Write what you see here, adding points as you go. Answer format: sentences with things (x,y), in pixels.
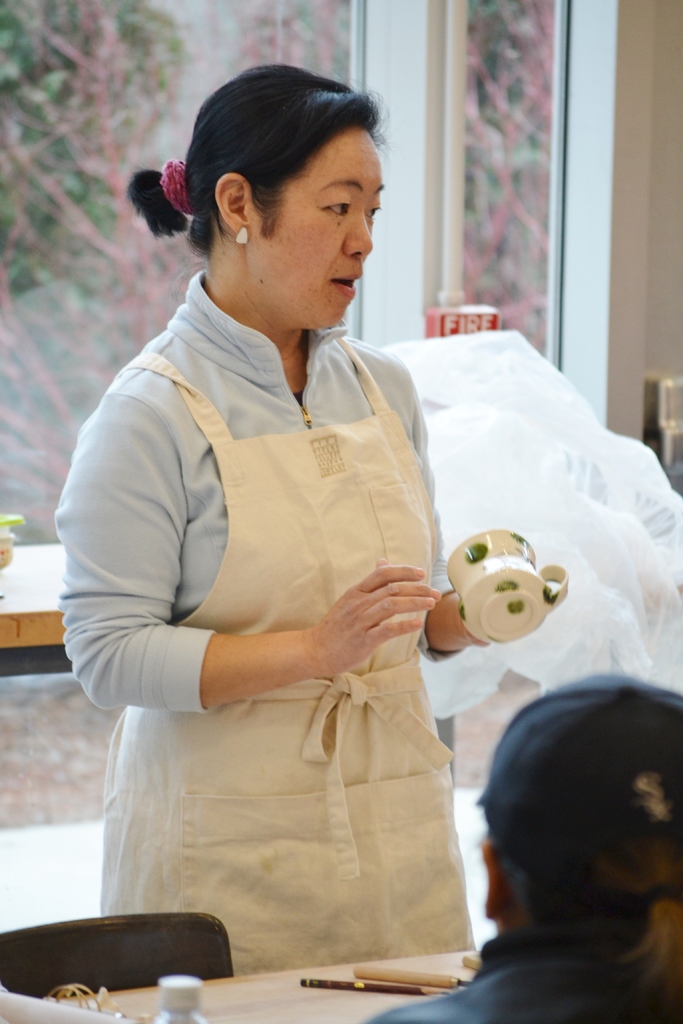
In this image In the middle (346,520) there is a woman (332,514) her hair (256,191) is short she is holding a cup (489,608) in front of her there is a table (268,1009), chair (229,966) and a person (562,889). In the background (415,233) there is a window (167,149), glass (277,46) and wall (634,225).
